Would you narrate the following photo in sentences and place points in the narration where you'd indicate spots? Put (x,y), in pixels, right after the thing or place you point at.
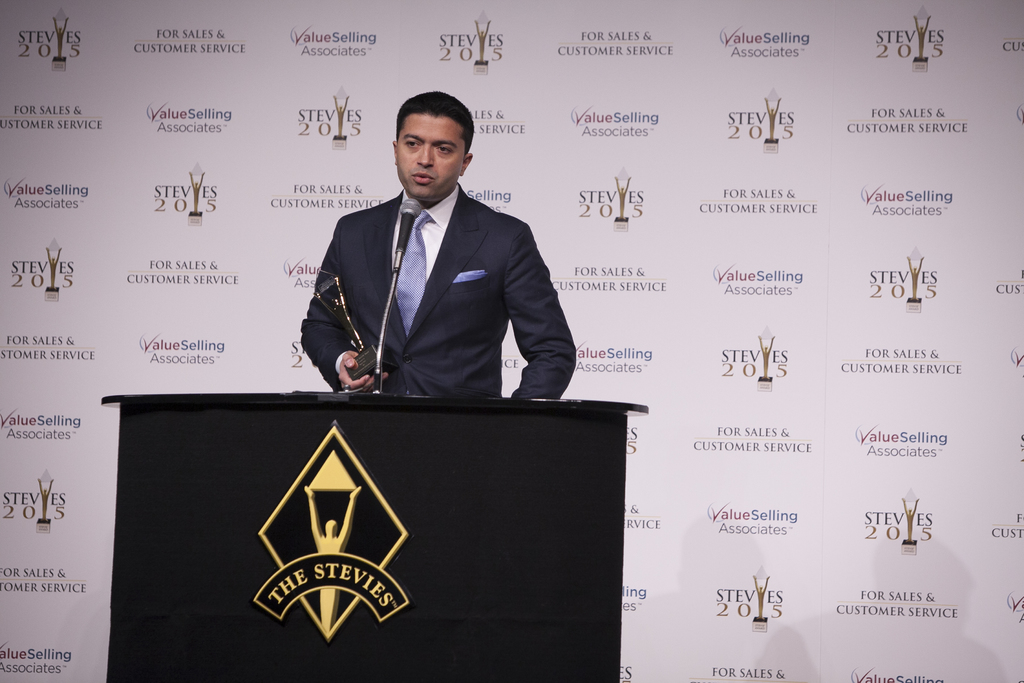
In the foreground of this image (473,206), there is a man (449,299) holding an award (355,328) is standing in front of a podium (455,503) on which there is a mic (393,271). In the background (876,313), there is a banner wall (729,317).
